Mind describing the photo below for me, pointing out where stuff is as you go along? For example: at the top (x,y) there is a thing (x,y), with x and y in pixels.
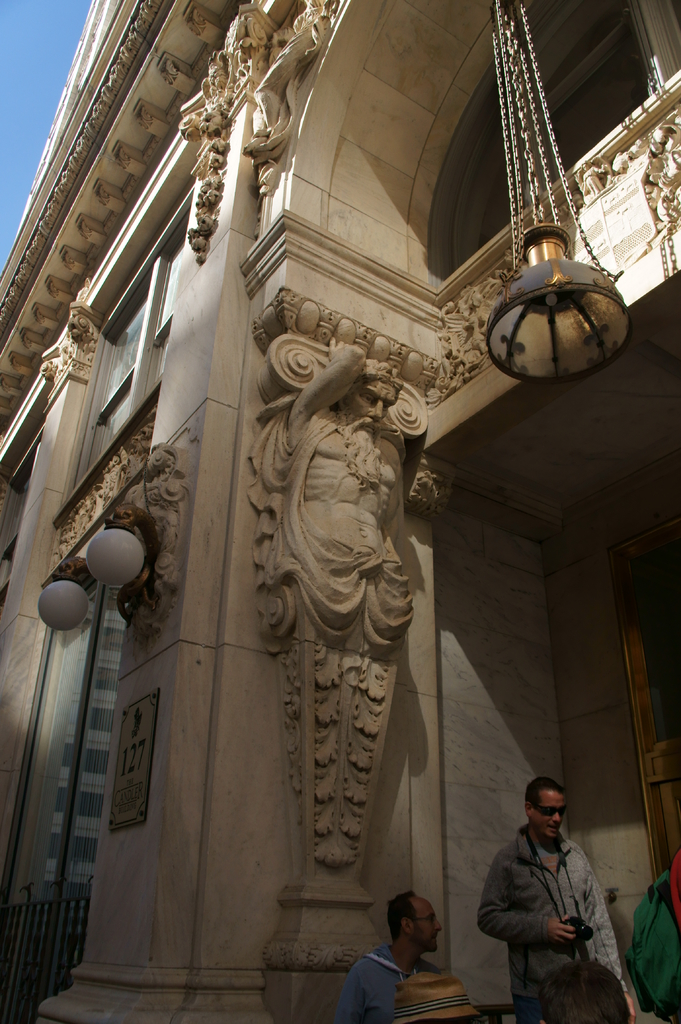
In the center of the image (234,452) we can see building (234,310) and light (538,296) hanging from the wall (199,316). At the bottom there are persons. In the background (348,920) there is wall (262,926).
